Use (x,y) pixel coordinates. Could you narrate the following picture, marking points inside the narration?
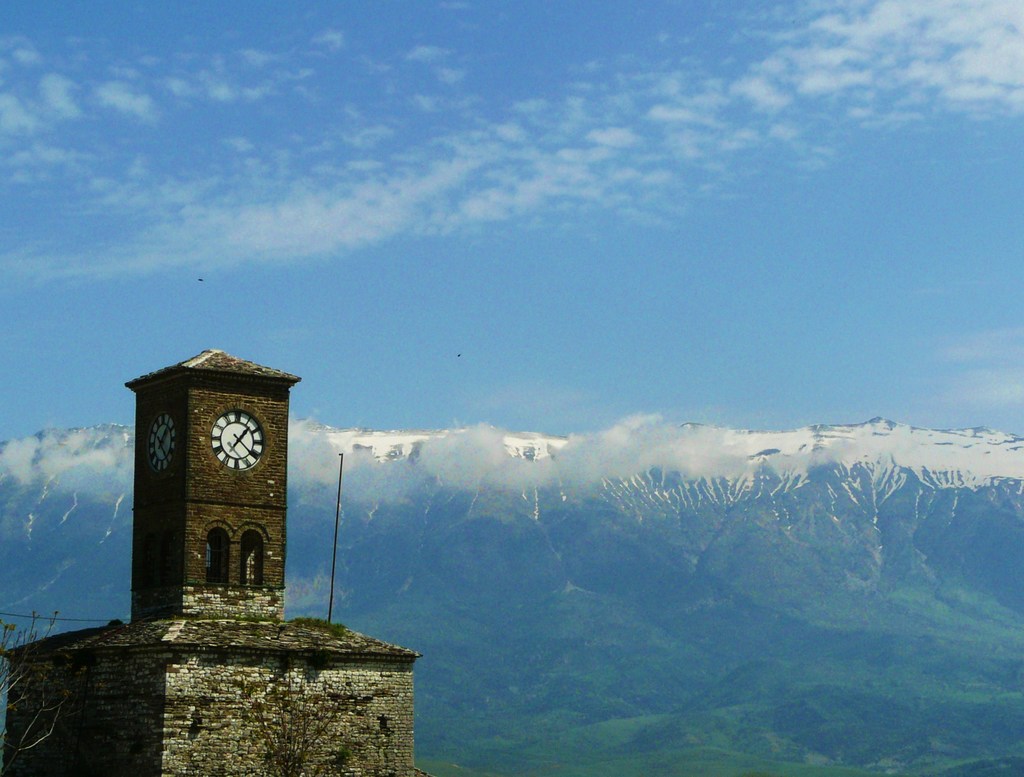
In this image we can see a clock tower (238,567), building (232,679), pole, sky (315,161) with clouds (334,457) and hills (491,495).
